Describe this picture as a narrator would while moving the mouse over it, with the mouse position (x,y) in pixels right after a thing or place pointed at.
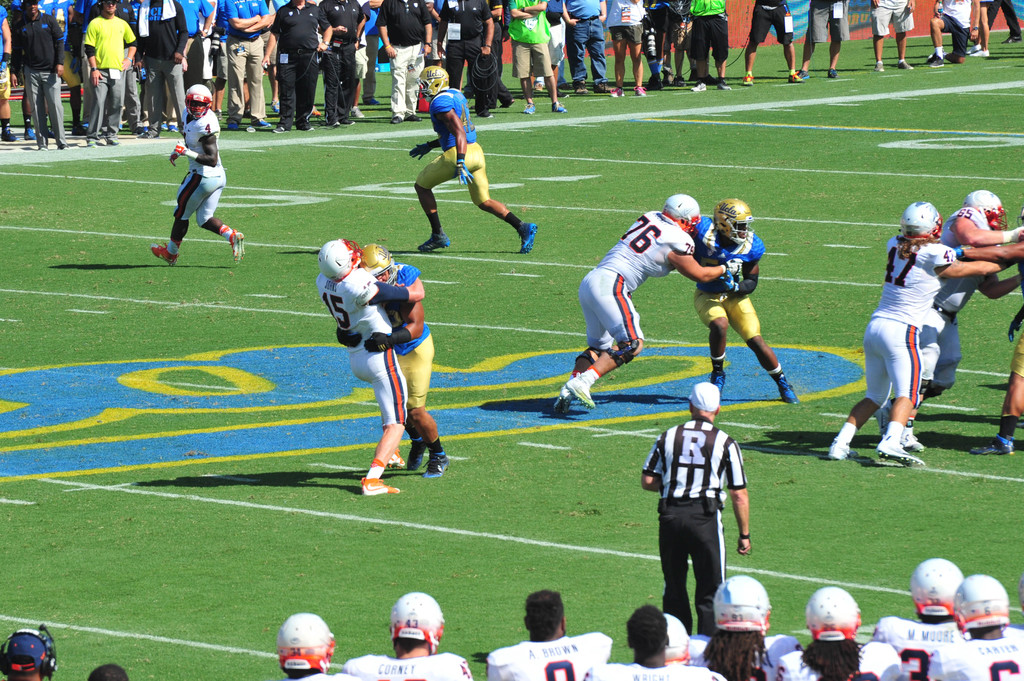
In this picture we can see some people (936,346) playing game, at the bottom (358,497) there is grass (217,489), there are some people (314,46) standing in the background (342,46), these people (482,168) wore helmets (847,620).
